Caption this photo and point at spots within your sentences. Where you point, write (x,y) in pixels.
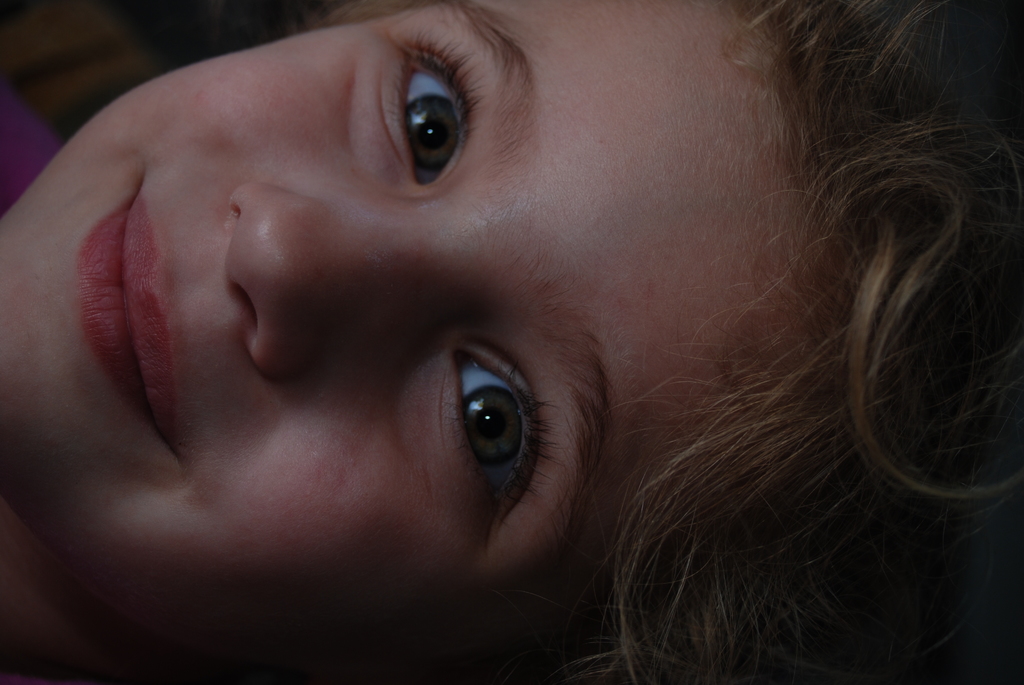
In the image we can see there is a face (492,221) of a person (566,289).
